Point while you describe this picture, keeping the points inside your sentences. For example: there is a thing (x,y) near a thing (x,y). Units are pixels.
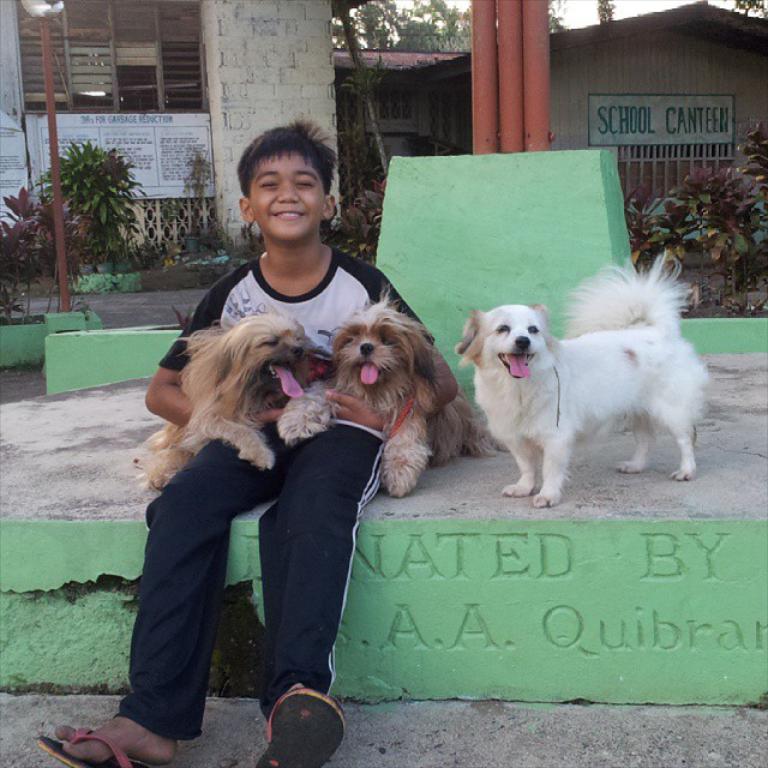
In this picture there is a boy (280,696) who is wearing t-shirt (365,288), trouser (158,721) and slipper (120,767). He is holding two brown puppy (348,362), beside him there is a white puppy (563,435) which is standing near to the wall (508,300). In the background (483,105) I can see the trees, plants (721,203), grass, poles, shed (719,142) and building (130,82). In the top right corner (577,11) I can see the sky (718,0).
